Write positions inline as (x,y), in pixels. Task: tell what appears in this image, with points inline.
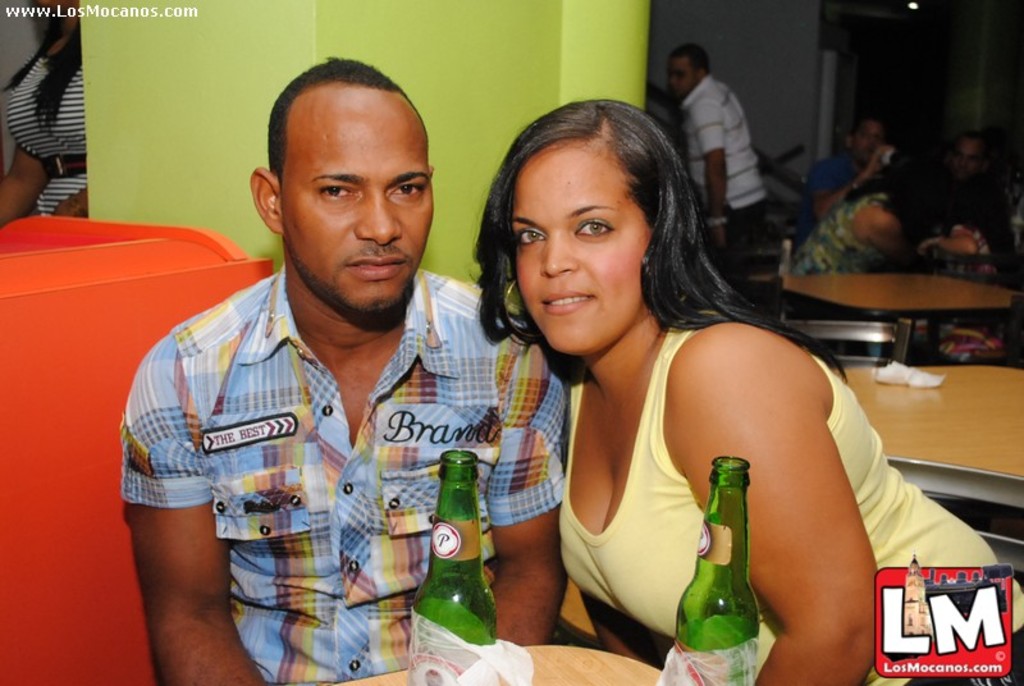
In this picture we can see a man (463,399) and a woman (719,406) sitting on the chair (108,597). These are the bottles (687,620). On the background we can see some persons (726,222). And there is a wall (178,106). And this is the table (948,422).
